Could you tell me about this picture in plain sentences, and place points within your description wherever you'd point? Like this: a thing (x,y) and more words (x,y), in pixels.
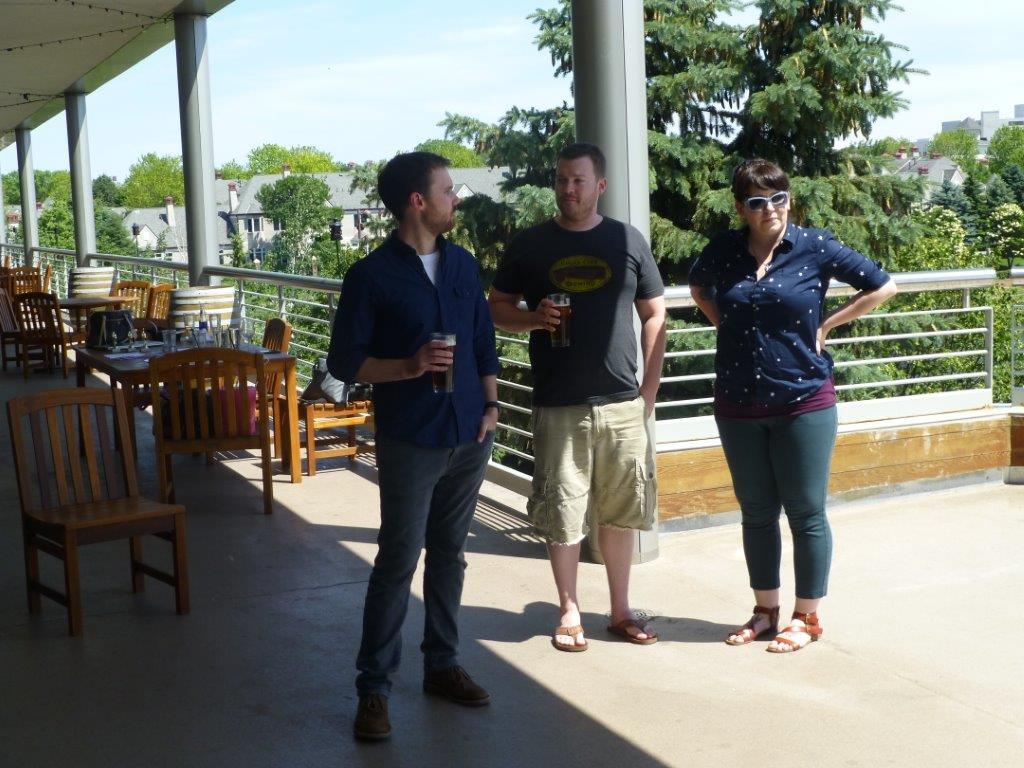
In this image I can see few people (441,264) are standing. In the background (9,361) I can see number of chairs (51,347), tables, trees (1018,231) and buildings (182,230). I can also see clear view of sky (360,78).
